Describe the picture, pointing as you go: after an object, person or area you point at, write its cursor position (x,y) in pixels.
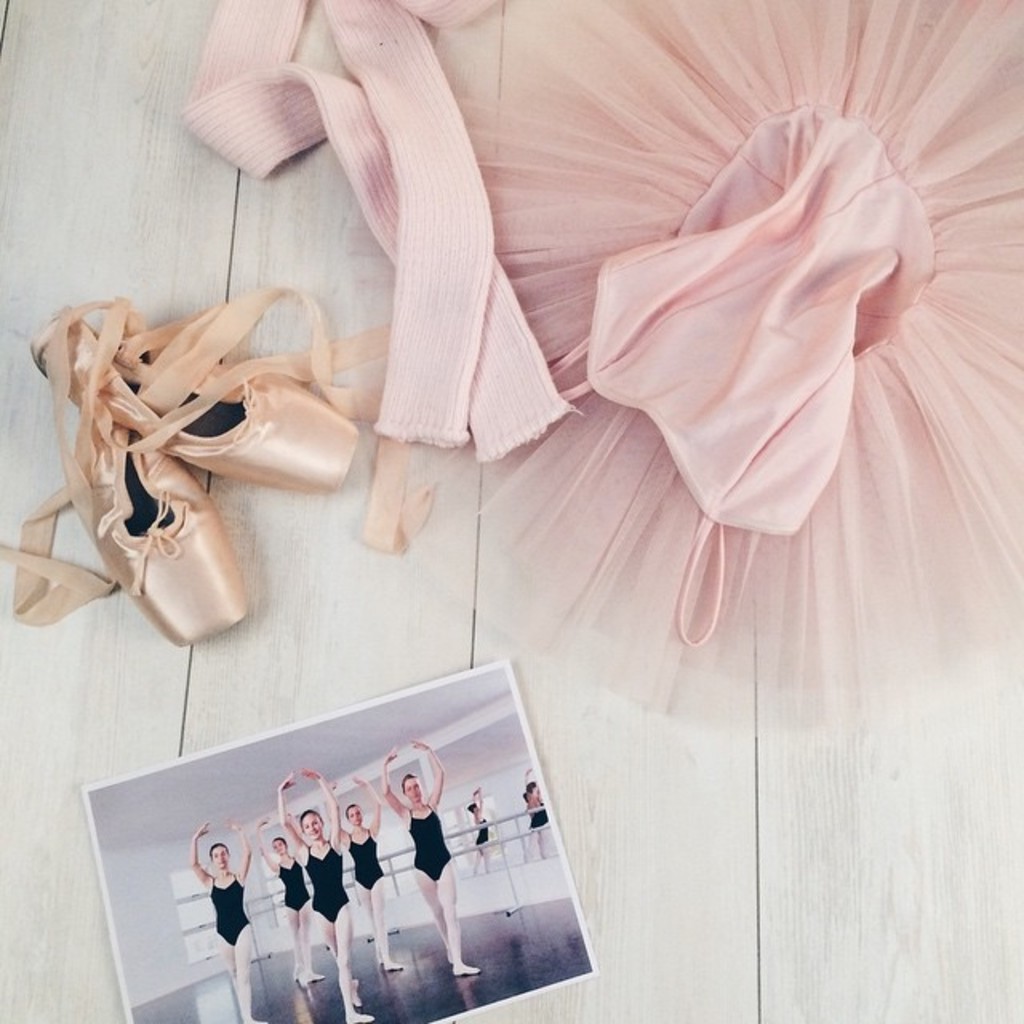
The picture shows about a photograph (227,827), pair of golden shoe (19,588) and pink color frock (807,480) placed on the wooden table (248,544). In the photograph (411,835) we can see group of girls (317,910) wearing black color top (316,896) doing ballet.
